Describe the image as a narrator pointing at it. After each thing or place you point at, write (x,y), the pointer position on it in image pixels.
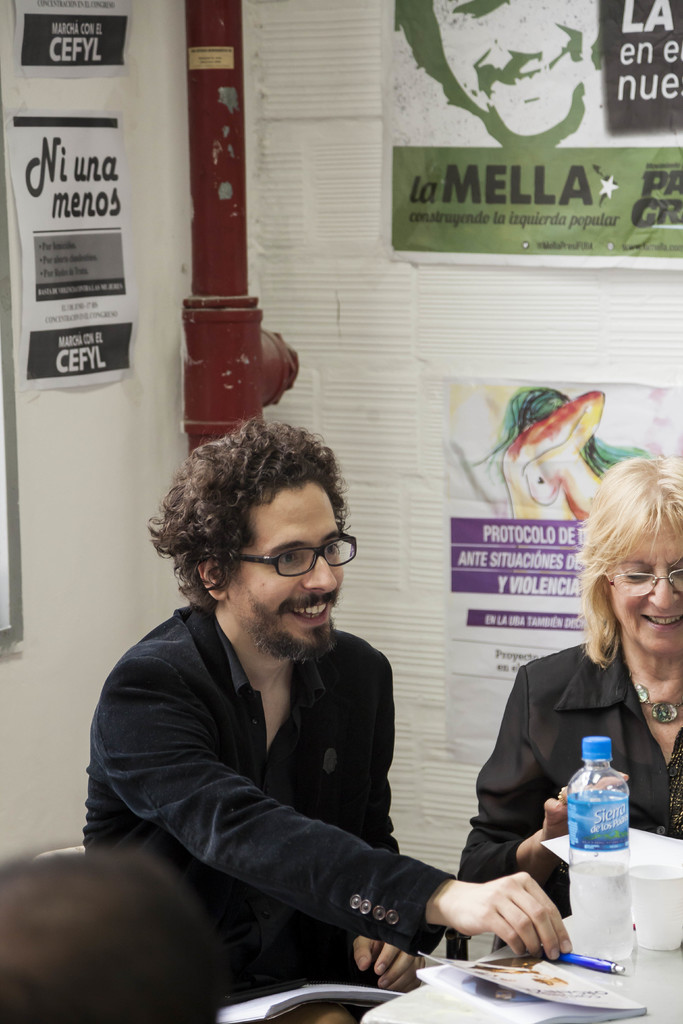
This image is clicked in a room (412,525) where there are so many papers (513,420) pasted on the wall (468,374). There is a pipe (214,218) in the middle (259,343). There are two person (635,742) sitting in this image. Both of them are laughing. There is a table (653,999) in the bottom right corner (604,1003), on the table (614,983) there is a book (573,980), pen (571,962), bottle (604,937), glass (639,923).
